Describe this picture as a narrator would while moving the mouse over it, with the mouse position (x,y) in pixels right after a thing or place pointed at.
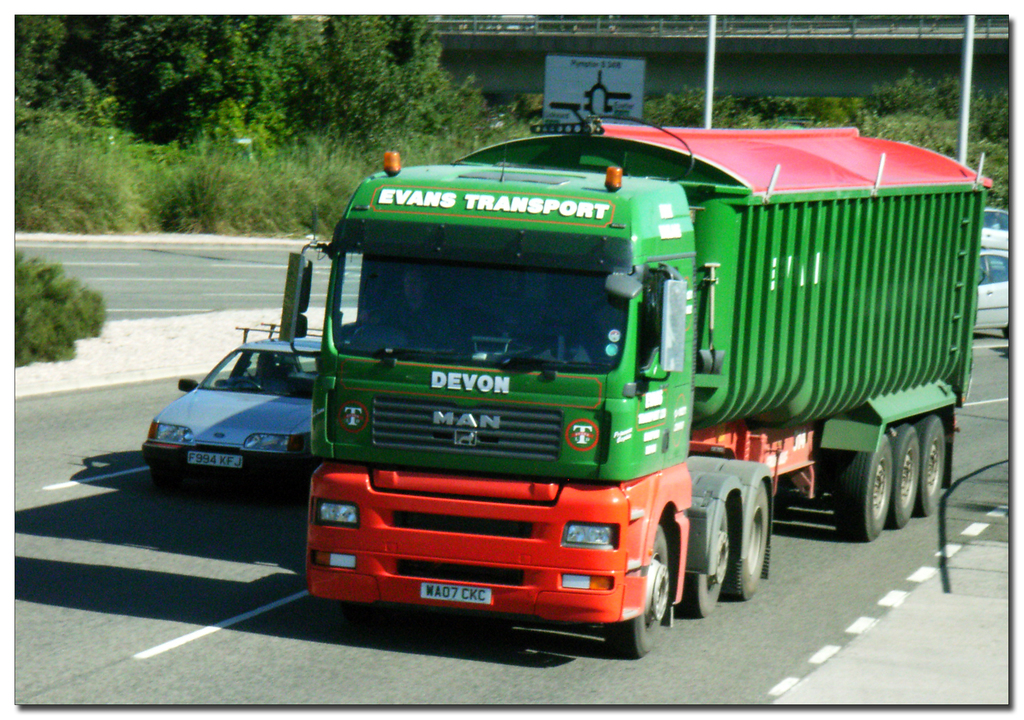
On the left (46,186) there are trees (327,129) right a car (257,371) and a truck (852,278) are moving on the roads (438,646).
